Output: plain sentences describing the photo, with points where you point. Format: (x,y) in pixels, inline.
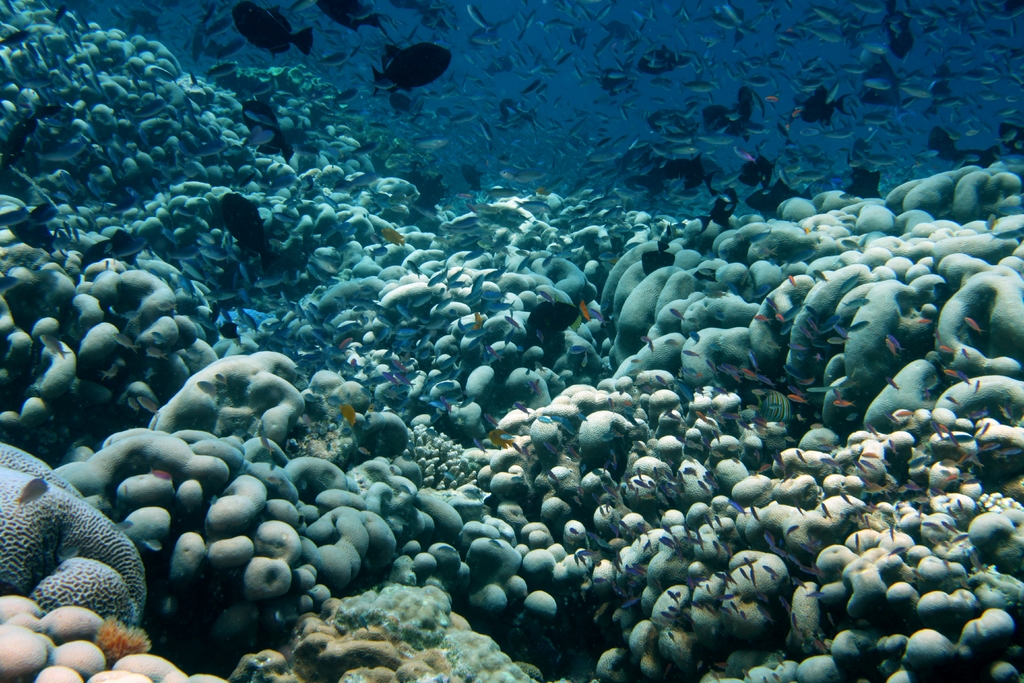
This is an image clicked inside the water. Here I can see marine species (378,377).
